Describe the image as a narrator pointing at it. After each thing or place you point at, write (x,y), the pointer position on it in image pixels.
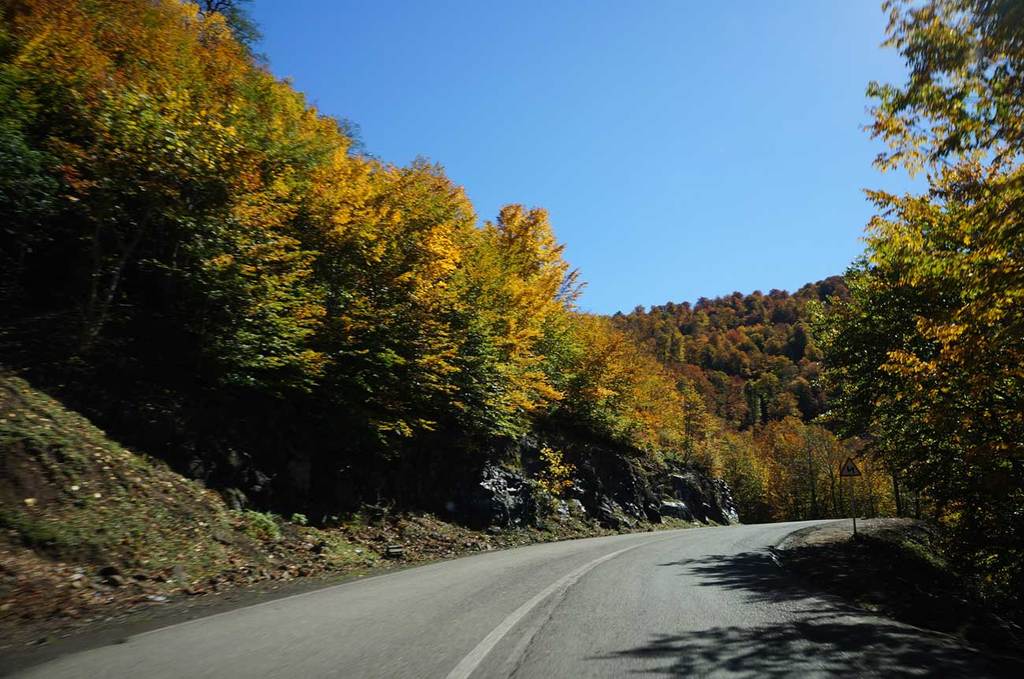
In the middle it is a road (674,598) and there are trees (412,326), on either of this road (617,601). At the top (659,124) it's a sunny sky (658,168).
